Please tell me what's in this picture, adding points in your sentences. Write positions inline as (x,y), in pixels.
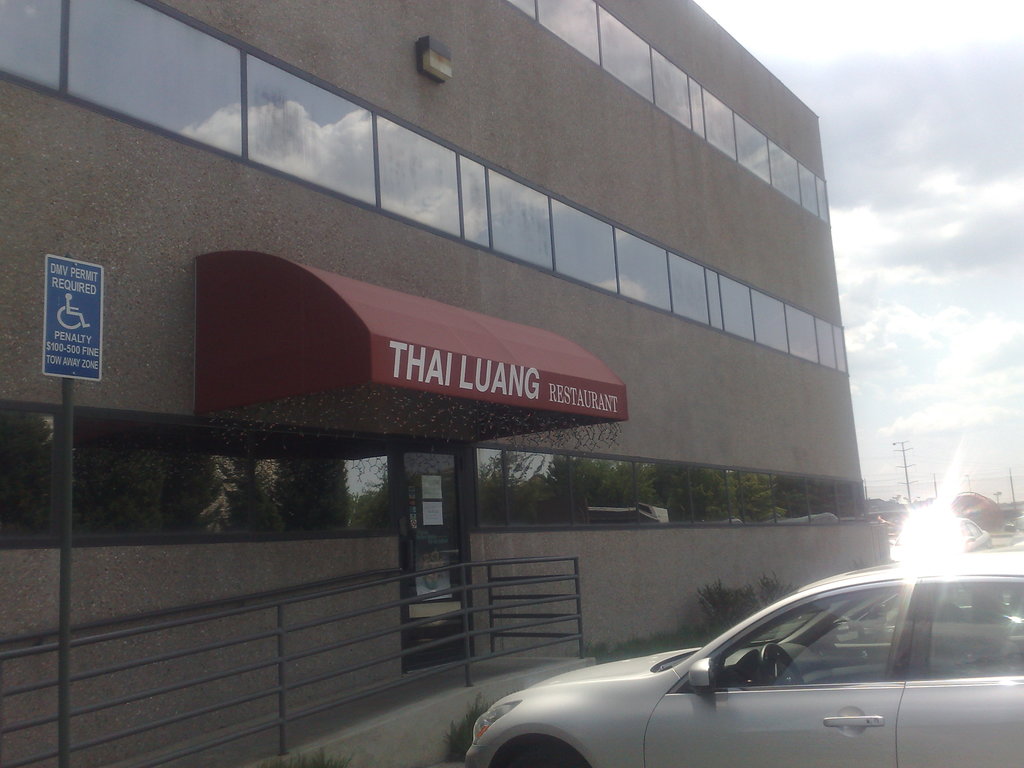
In this image I can see a car (512,767) in the front (490,719). On the left side of this image (185,304) I can see a sign board (60,326), railing (33,721), a building (318,487) and on this building (591,409) I can see something is written. In the background (907,423) I can see few poles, clouds (984,347) and the sky (941,272).
